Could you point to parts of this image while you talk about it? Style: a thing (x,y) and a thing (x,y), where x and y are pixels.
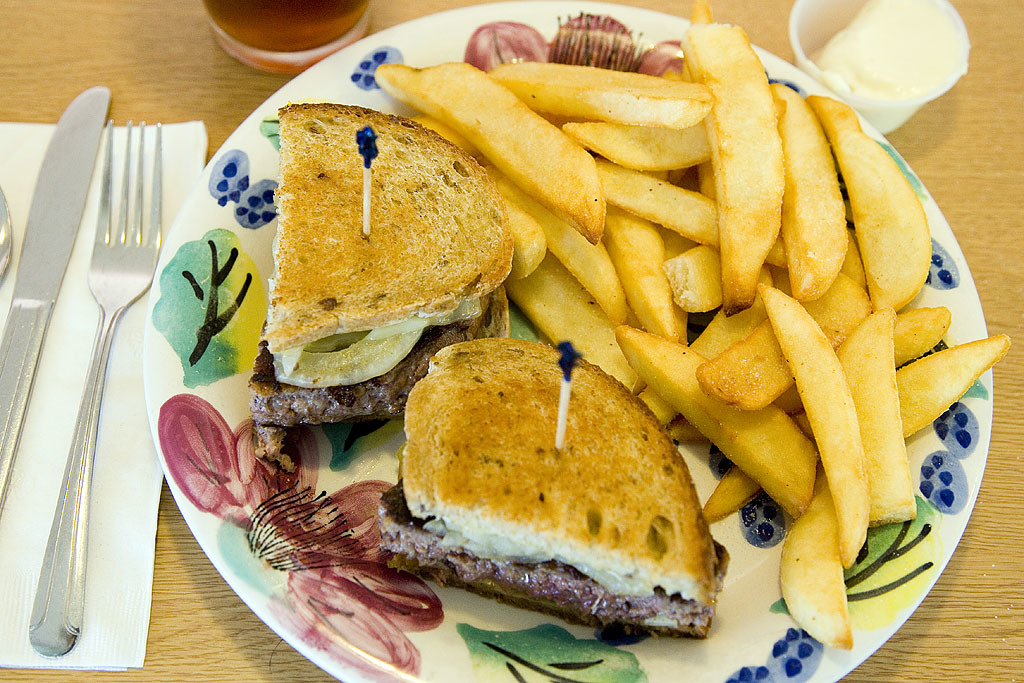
In this picture I can see there is a plate (339,480) of food (454,237) served and there is a tissue (28,619), fork (56,607), spoons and knife (58,258). There are glasses (897,92) placed on the wooden table (279,80).
